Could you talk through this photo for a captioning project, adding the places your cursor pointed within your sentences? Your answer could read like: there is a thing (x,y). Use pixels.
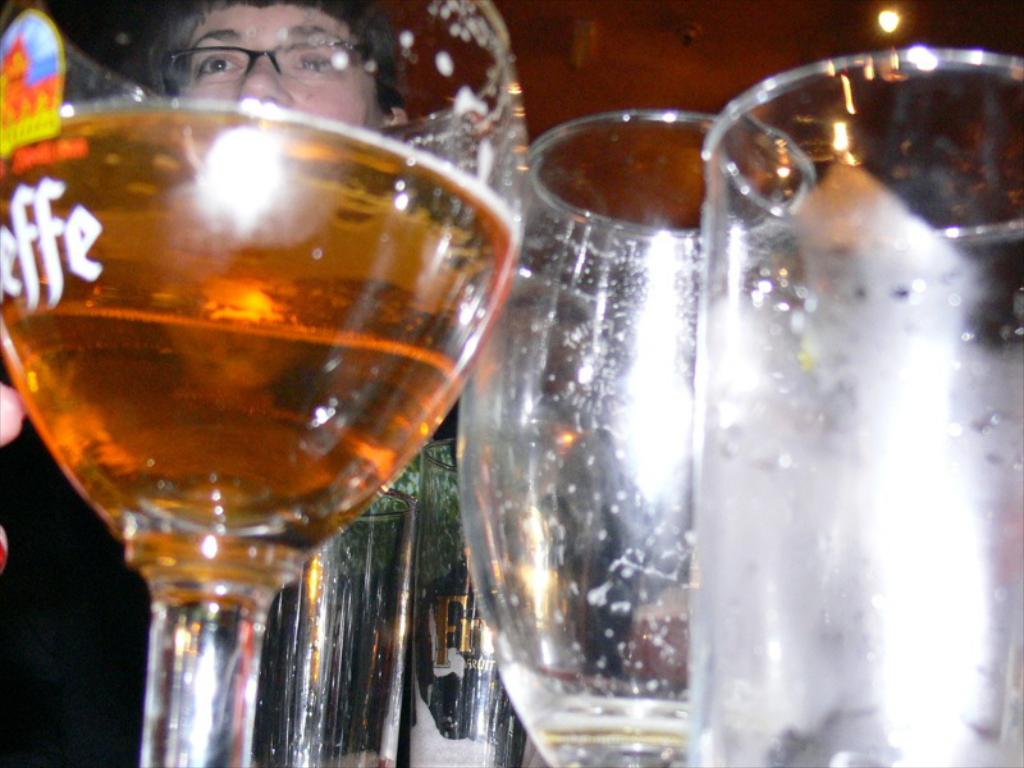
In this picture we can see glasses (724,570). In this glass (282,400) we can see drink (279,385). In the background (328,107) we can see a person (378,82) wearing spectacles (320,66).
